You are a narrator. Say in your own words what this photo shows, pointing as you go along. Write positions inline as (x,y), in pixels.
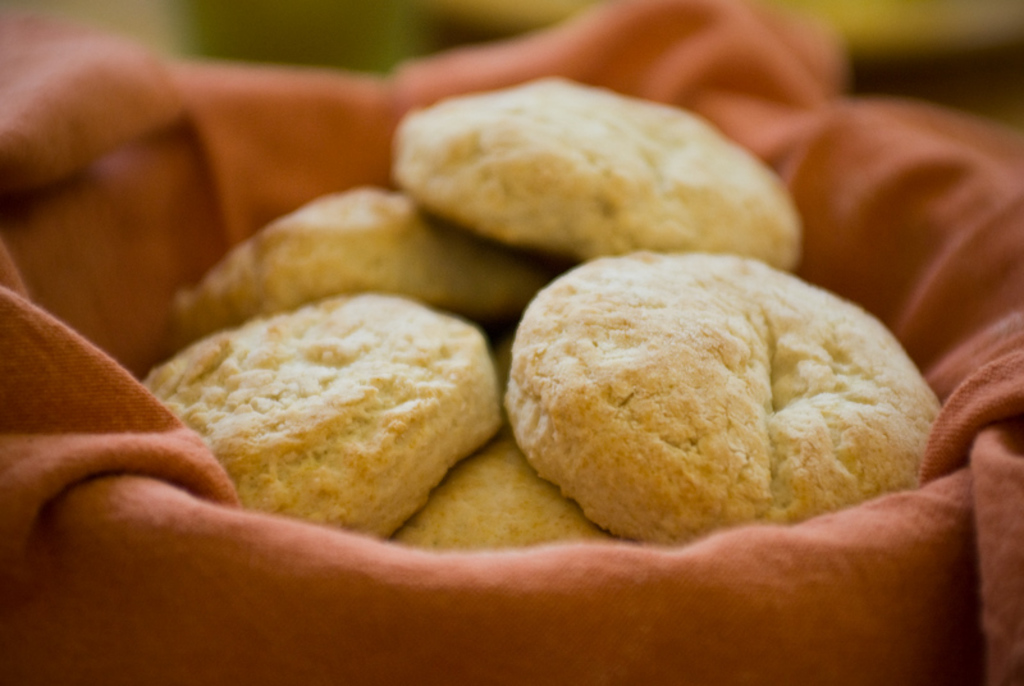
In this picture we can see cookies (350,449), cloth (63,165) and in the background (920,11) it is blurry.
